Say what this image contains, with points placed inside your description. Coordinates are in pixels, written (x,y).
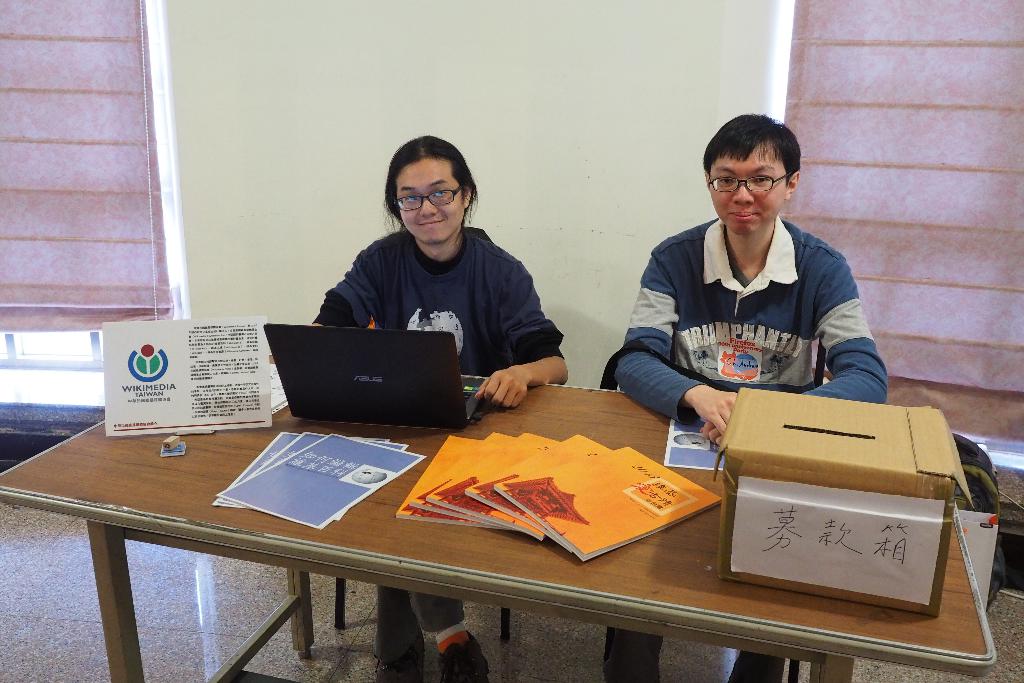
This picture is of inside. On the right (764,210) there was a man (756,249) smiling and sitting on the chair (818,364). On the left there is a woman (427,225) smiling and sitting on the chair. In the foreground (191,496) there is a table (765,612), on the top of which a box (830,463), some papers (310,447), a laptop (430,397) and some books (595,511) are placed. In the background (7,101) we can see a window blind (953,159) and a window (31,345).
